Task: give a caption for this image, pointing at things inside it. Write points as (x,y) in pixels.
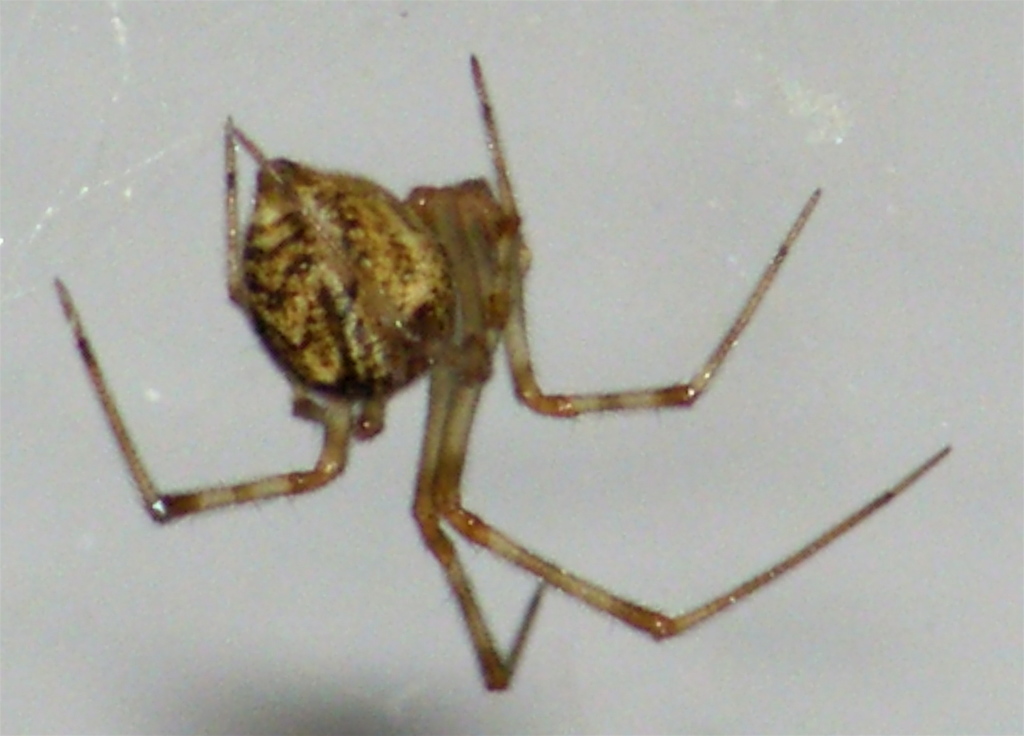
In the image we can see a spider (609,596) on a wall (606,97).
